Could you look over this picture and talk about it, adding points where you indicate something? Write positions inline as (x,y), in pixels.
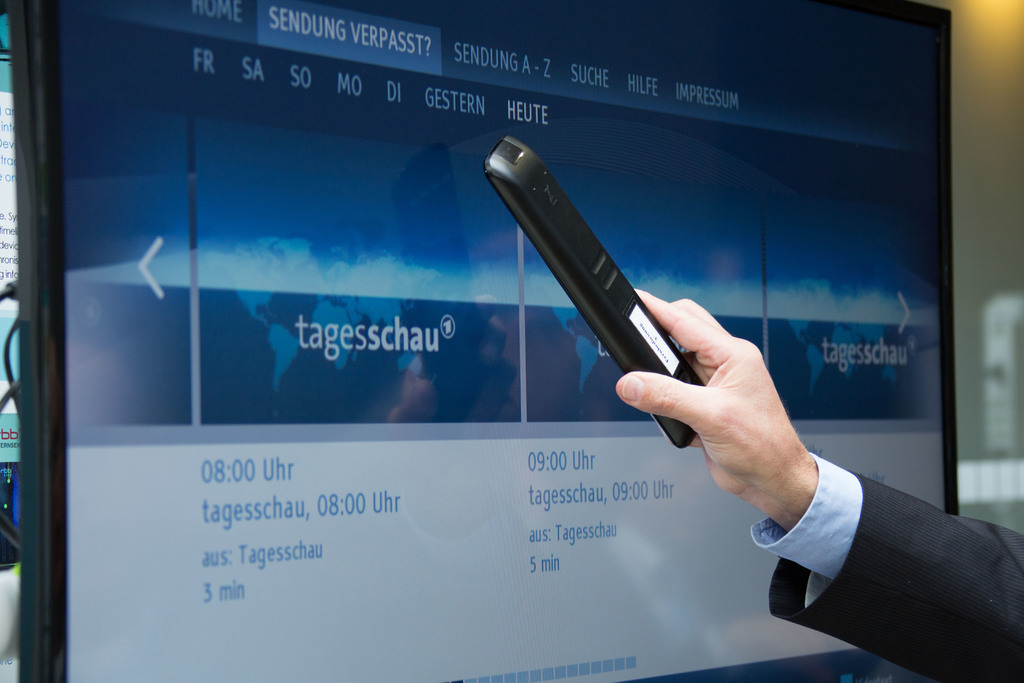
On the right side of this image (717,400) I can see a person's hand (747,429) holding a remote (614,309). In the background (326,158) there is a screen (291,576) on which I can see some text (261,514). In the background (991,224) there is a wall (977,136).
